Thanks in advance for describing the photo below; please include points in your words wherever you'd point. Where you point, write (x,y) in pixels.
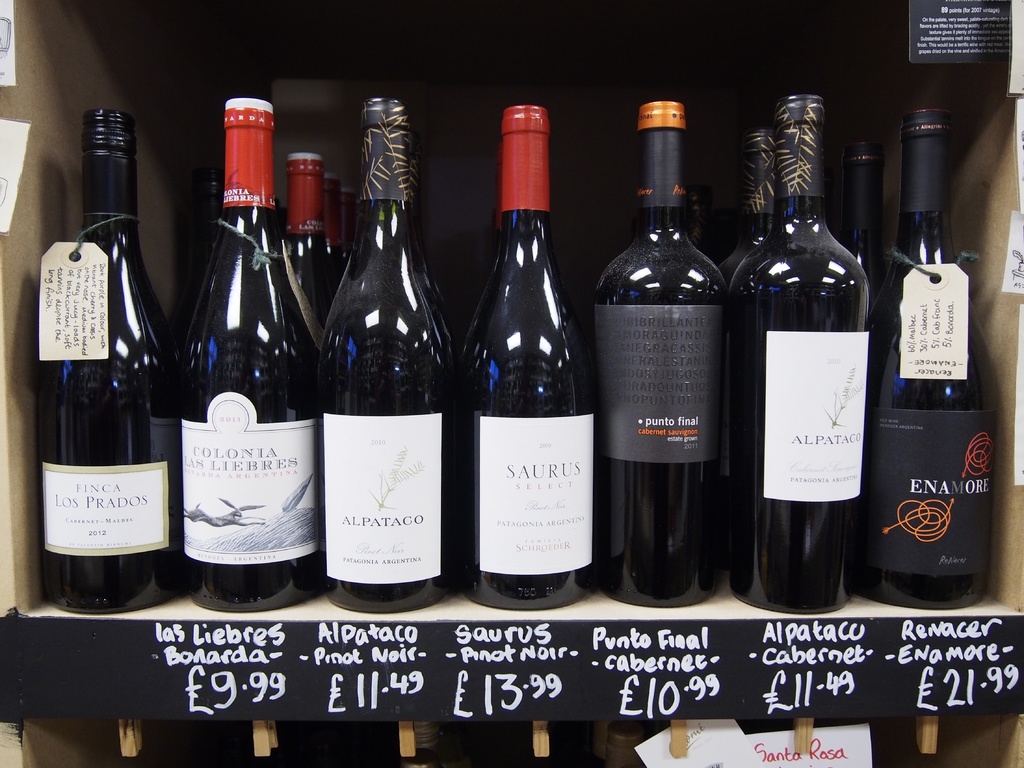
In this image I can see there are many bottles (149,480) kept side by side on a shelf (91,617) and I can see that this bottle (661,537) kept for the sale.
